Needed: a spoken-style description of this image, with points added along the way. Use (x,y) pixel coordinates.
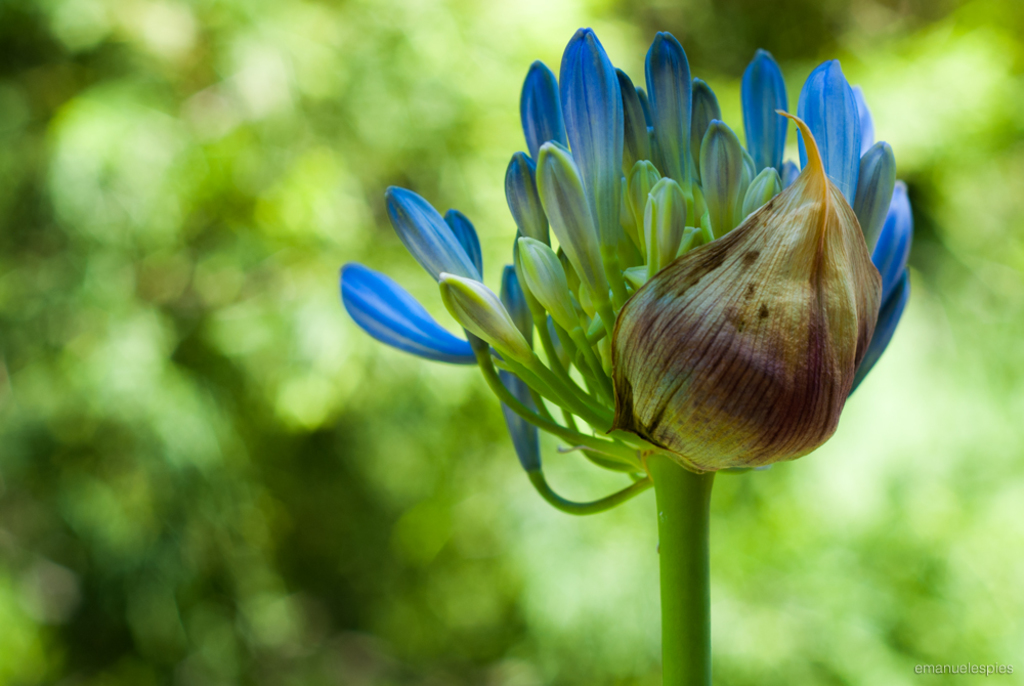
In this image I can see a purple and green color flower (646,230). Background (217,285) is in green color.
